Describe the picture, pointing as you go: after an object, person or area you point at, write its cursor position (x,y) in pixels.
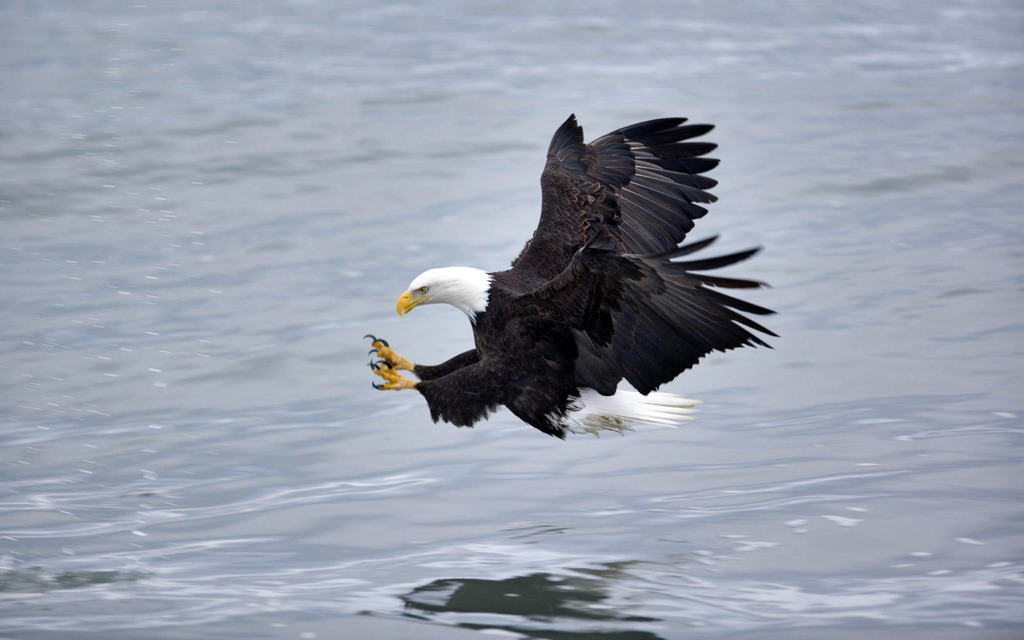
In this picture we can see an eagle (587,175) flying in the air and in the background (320,191) we can see water (467,83).
